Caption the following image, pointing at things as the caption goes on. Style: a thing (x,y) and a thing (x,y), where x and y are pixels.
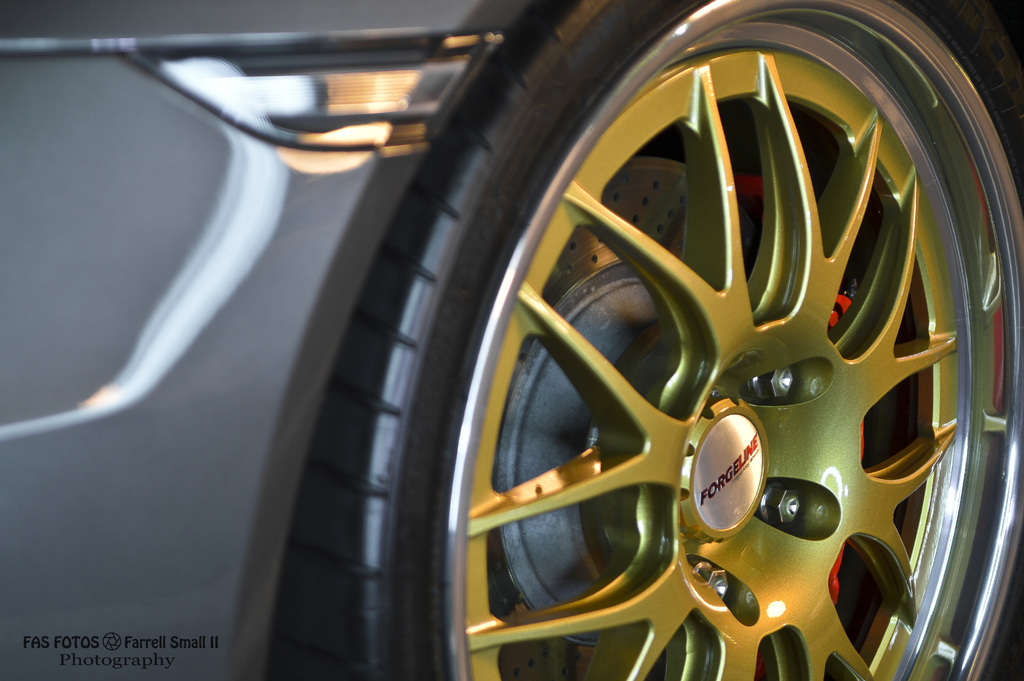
In this image we can see the tire (439,401) of a vehicle (572,406).
